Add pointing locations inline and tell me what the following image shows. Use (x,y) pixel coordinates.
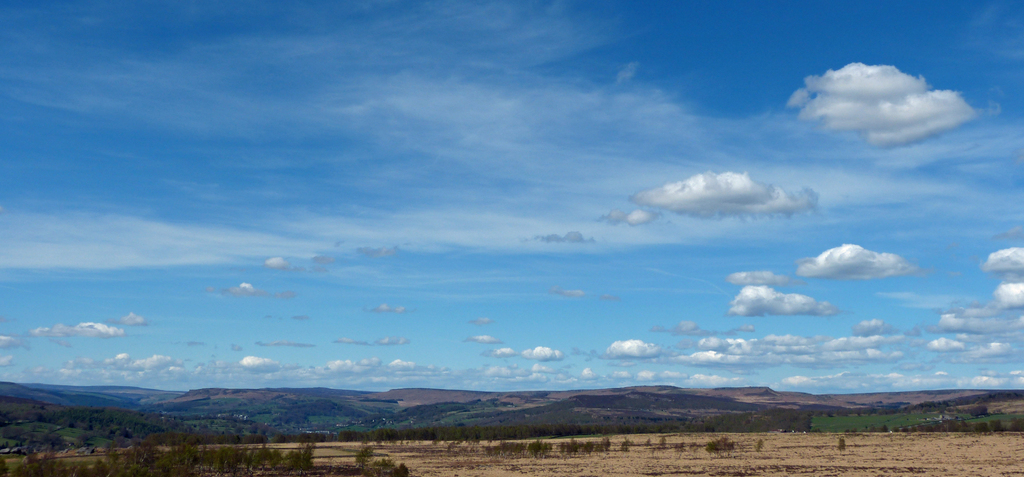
In the image I can see some mountains (727,412), trees (788,418), plants (149,451) and some clouds (99,336) to the sky (118,350).
